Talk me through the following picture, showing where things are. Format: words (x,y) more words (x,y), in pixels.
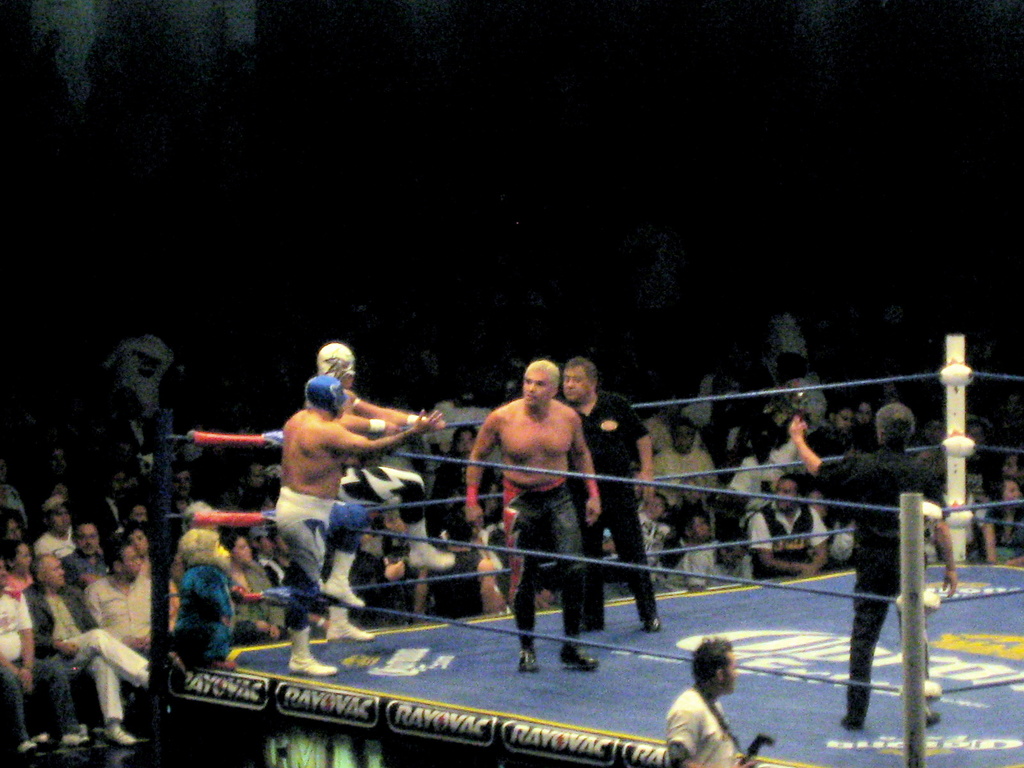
In this image we can see a group of people (504,443) standing in a boxing ring (729,629). In the foreground (687,700) we can see a person (719,760) holding a camera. In the background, we can see the audience (66,597).
